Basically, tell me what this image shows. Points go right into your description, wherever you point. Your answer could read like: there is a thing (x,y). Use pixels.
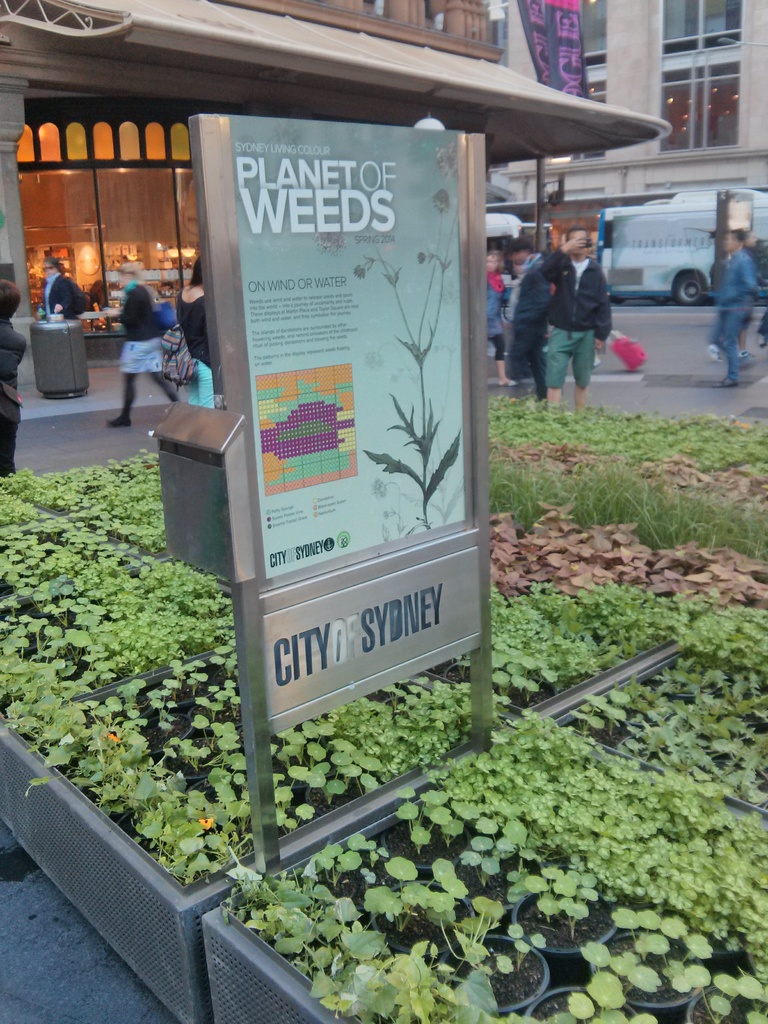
At the bottom of the image (316,943) there are pots (666,718) with plants (139,592) and in the middle of them there is a stand (302,580) with poster (321,527) and box (189,526). Behind them there are few people (493,326) on the road (687,325). In the background (716,63) there are buildings (143,169) with walls (764,125), windows (594,18), pillars (647,76), flags (562,69) and glass doors (159,294). There are vehicles (653,223) on the road (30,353).
